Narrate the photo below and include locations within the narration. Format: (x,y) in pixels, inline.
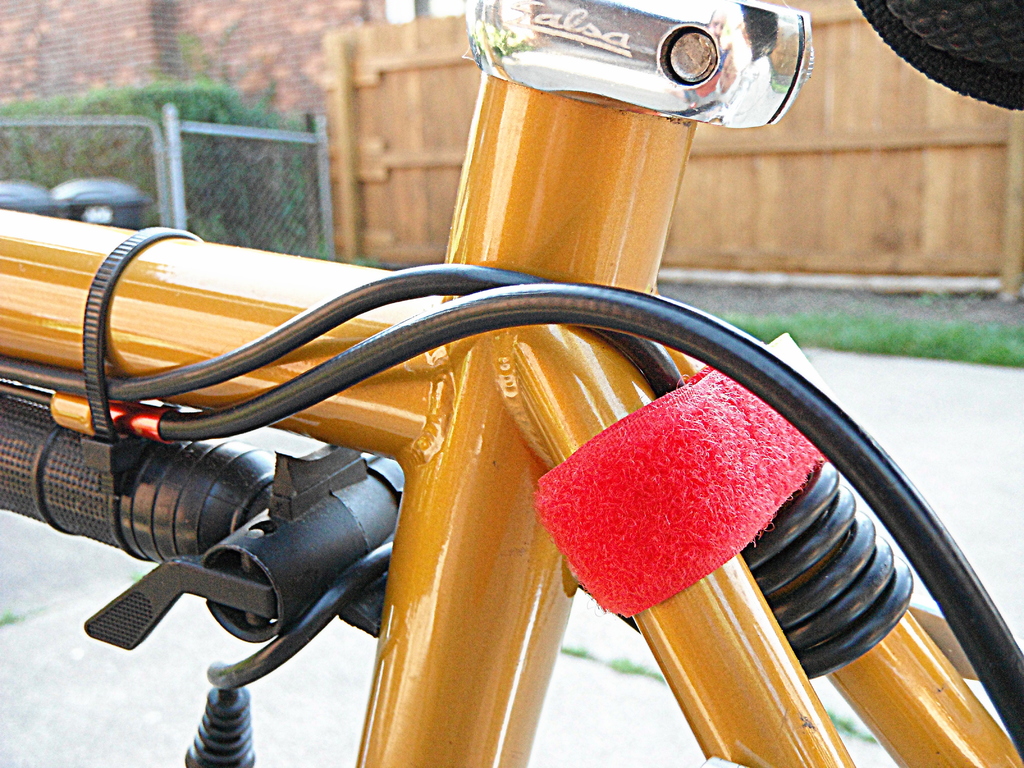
In this picture I can see a part of a bicycle (161,420) with cables (820,467) and an object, and in the background (378,188) there are plants (136,170), walls (301,24), dustbins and fence (997,149).
